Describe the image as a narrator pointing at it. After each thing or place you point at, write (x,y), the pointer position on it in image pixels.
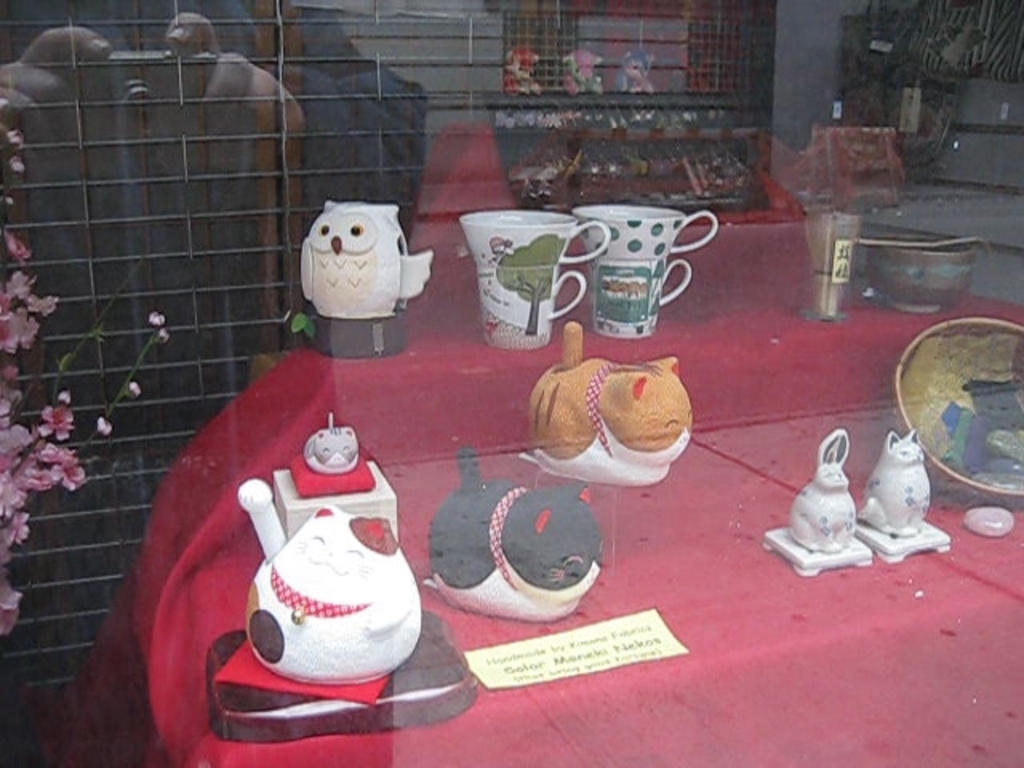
In this image I can see cups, toys (552,420) on the table (702,657). To the left (12,494) there is a flower vase (22,510). In the background (117,93) person (236,77) holding the camera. And this image can be seen through glass (1020,1).
